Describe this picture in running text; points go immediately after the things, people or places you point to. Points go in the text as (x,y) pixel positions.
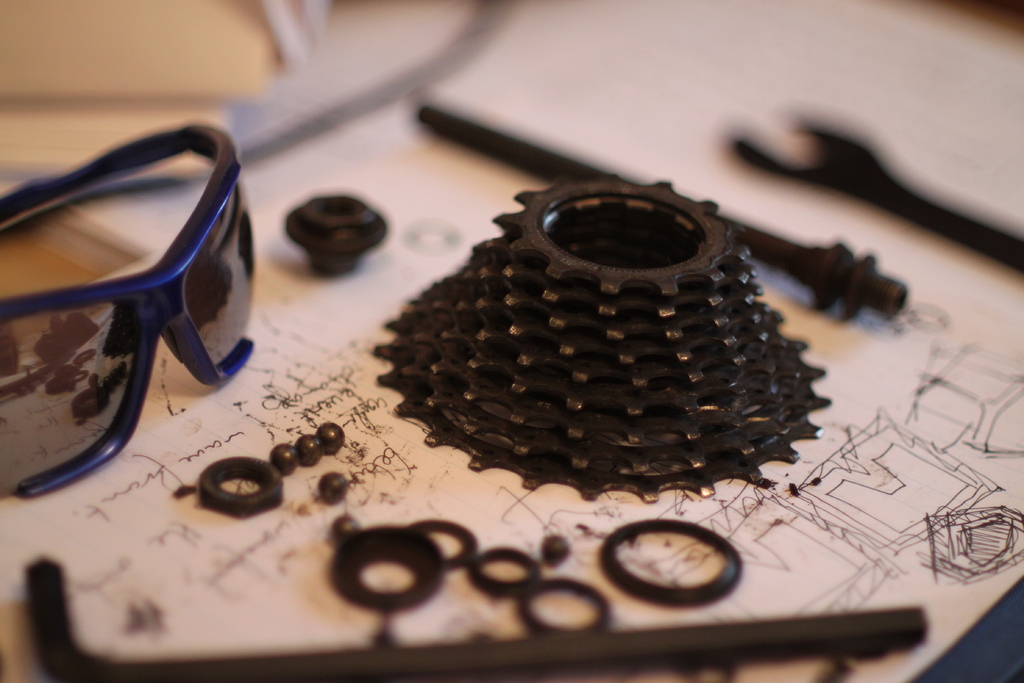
In the image in the center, we can see one table (405,497). On the table (349,450), we can see one paper (232,394), glasses (139,385) and tools (442,662).
